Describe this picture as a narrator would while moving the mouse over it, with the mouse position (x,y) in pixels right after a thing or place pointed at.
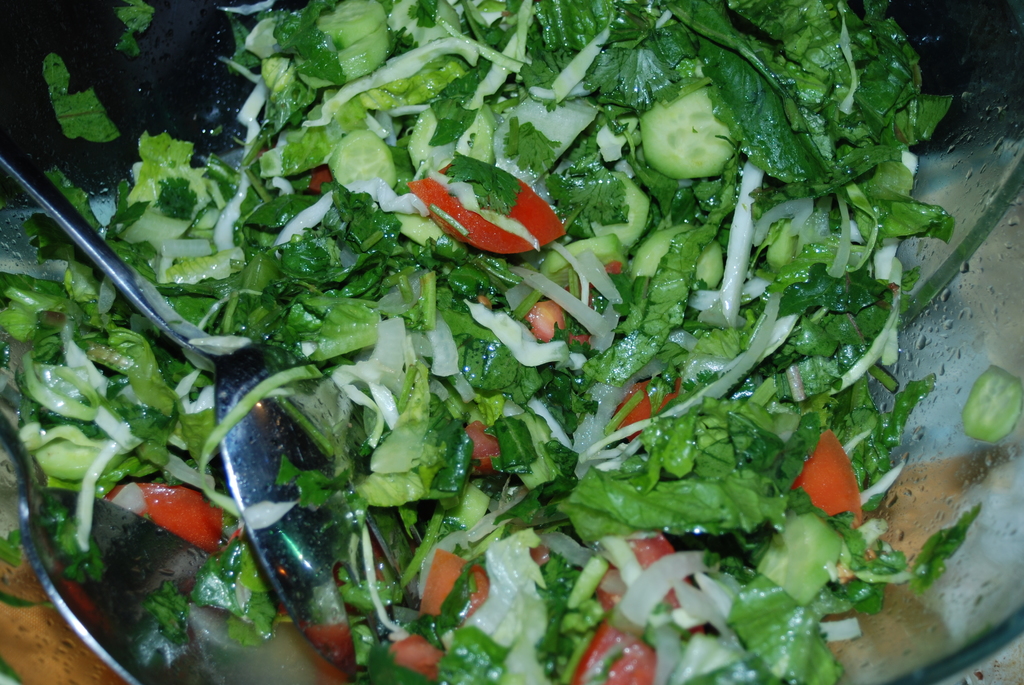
In this image there is a bowl (38,640) truncated, there is food (447,328) in the bowl (17,102), there are two spoons (151,590) truncated towards the left of the image (198,564).
